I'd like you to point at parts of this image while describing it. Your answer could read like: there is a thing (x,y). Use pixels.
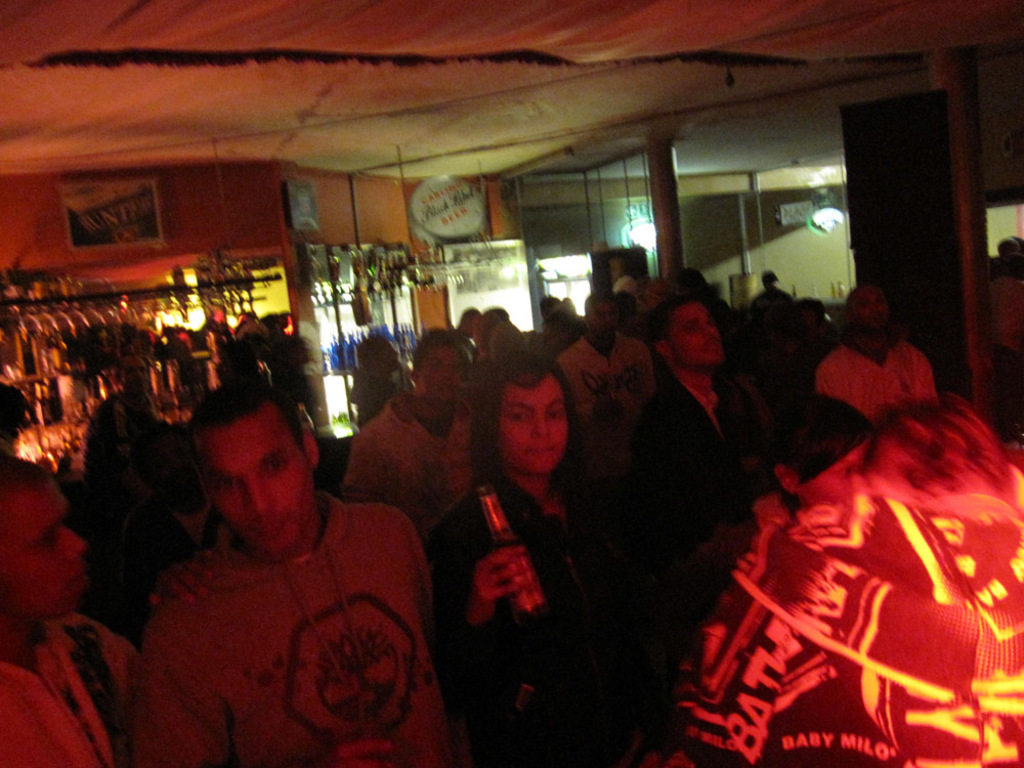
In the center of the image (383,360) a group of people (587,397) are there and a lady (571,513) is holding a bottle (516,547). In the background of the image (396,198) we can see some objects (177,337), boards (454,188), wall (688,198), pillars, lights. At the top of the image (396,115) there is a roof (387,43).
